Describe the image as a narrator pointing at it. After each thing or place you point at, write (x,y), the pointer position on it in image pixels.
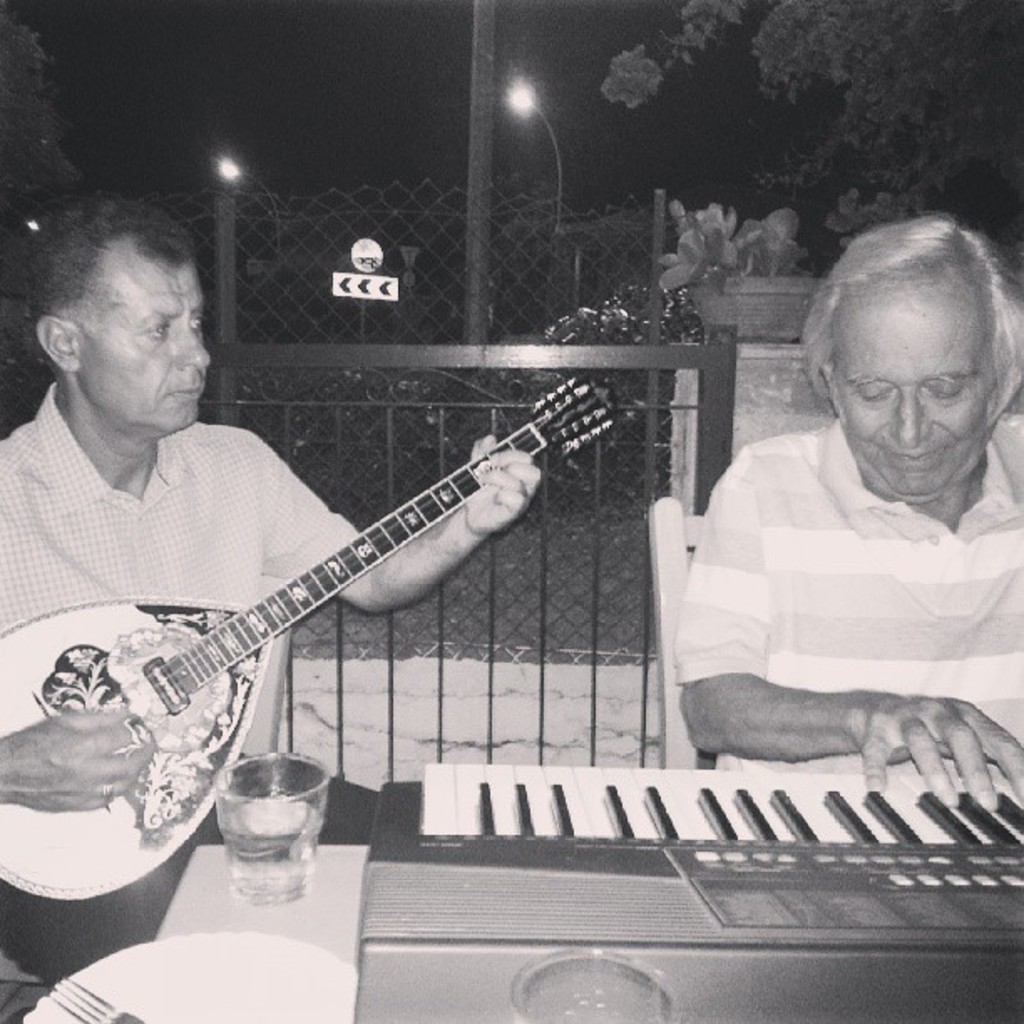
This picture shows two men (812,574) sitting. One of the men (136,552) is playing the guitar (167,654) and the other one is playing a piano (597,852). In the background (299,350) there is a railing (411,353), fence (443,226) and a street light pole (511,106) here. We can observe some trees (878,85) too.
